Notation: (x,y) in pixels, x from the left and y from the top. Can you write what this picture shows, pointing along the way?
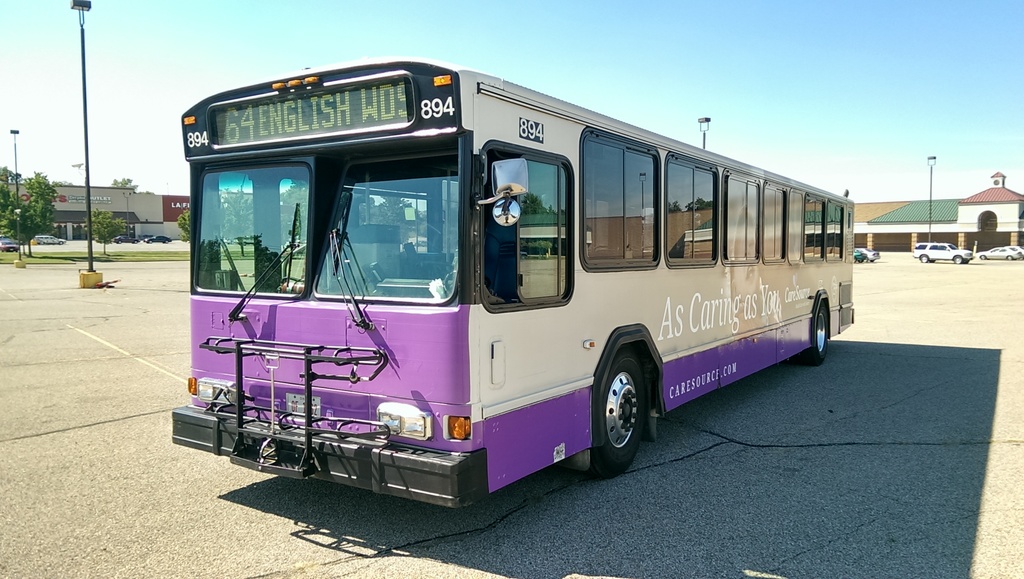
In this image there is a bus (217,377) on the road (713,487), behind there is a building (875,246), cars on road (146,325) and some light poles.
